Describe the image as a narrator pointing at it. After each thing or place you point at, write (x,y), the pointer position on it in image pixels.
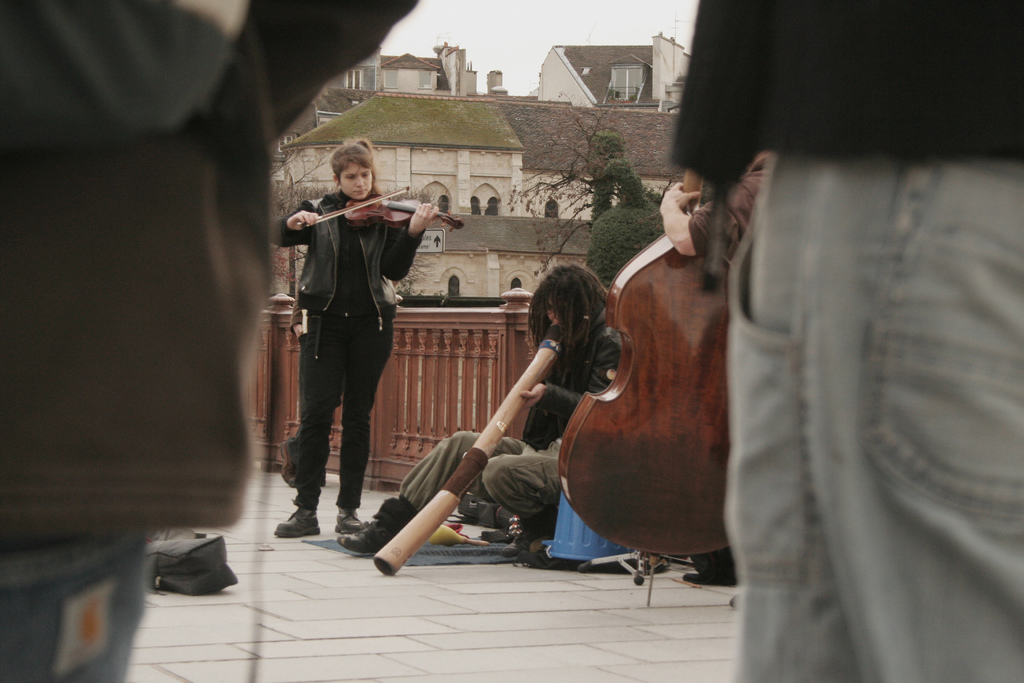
This picture shows a woman (349,243) playing a violin (376,218) in front of a man (536,463) who is sitting on the side of the road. In the background (376,127), there are some houses (520,153), trees (608,231) and a sky (540,25) here.
